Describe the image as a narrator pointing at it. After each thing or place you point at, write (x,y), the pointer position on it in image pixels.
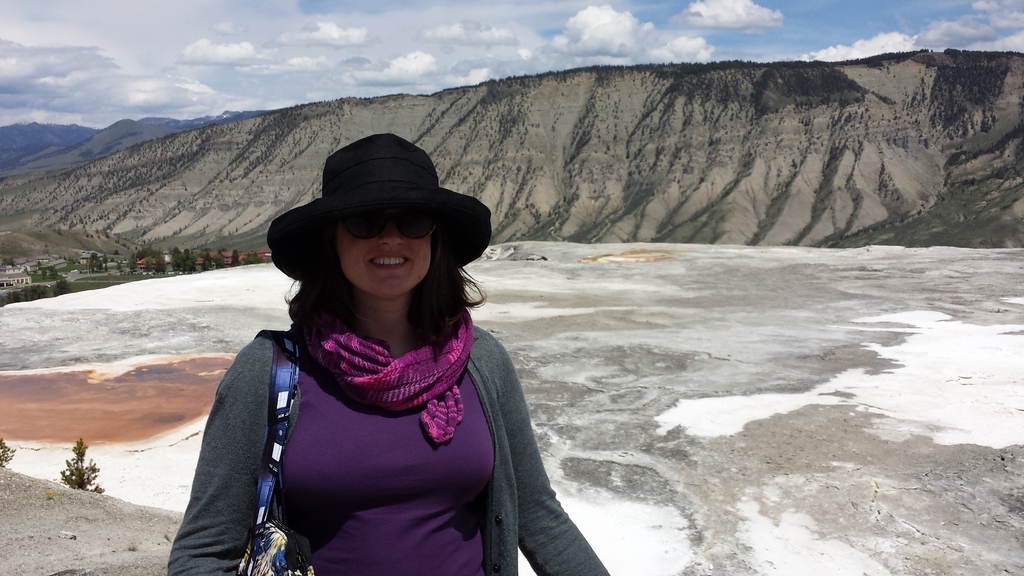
In the picture we can see a woman (406,211) standing, she is with a purple top (469,497) and wearing a handbag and black hat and she is smiling and behind her we can see the surface (821,527) with white sand (963,358) and far away from it we can see the hills (45,176) and behind it we can see the sky (415,74) with clouds (957,33).
